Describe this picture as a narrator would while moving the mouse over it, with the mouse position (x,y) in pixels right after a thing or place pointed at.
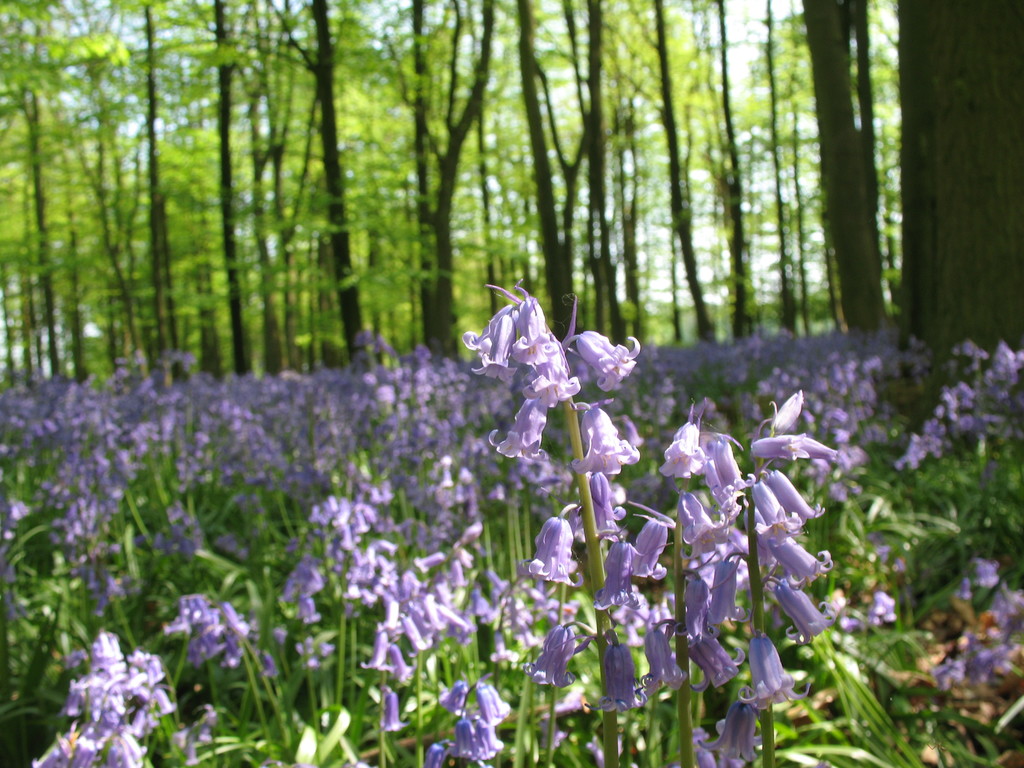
In this image we can see some plants (405,446) and flowers (313,430) which are of violet color and at the background of the image (410,151) there are some trees (833,68) and clear sky (707,33).
